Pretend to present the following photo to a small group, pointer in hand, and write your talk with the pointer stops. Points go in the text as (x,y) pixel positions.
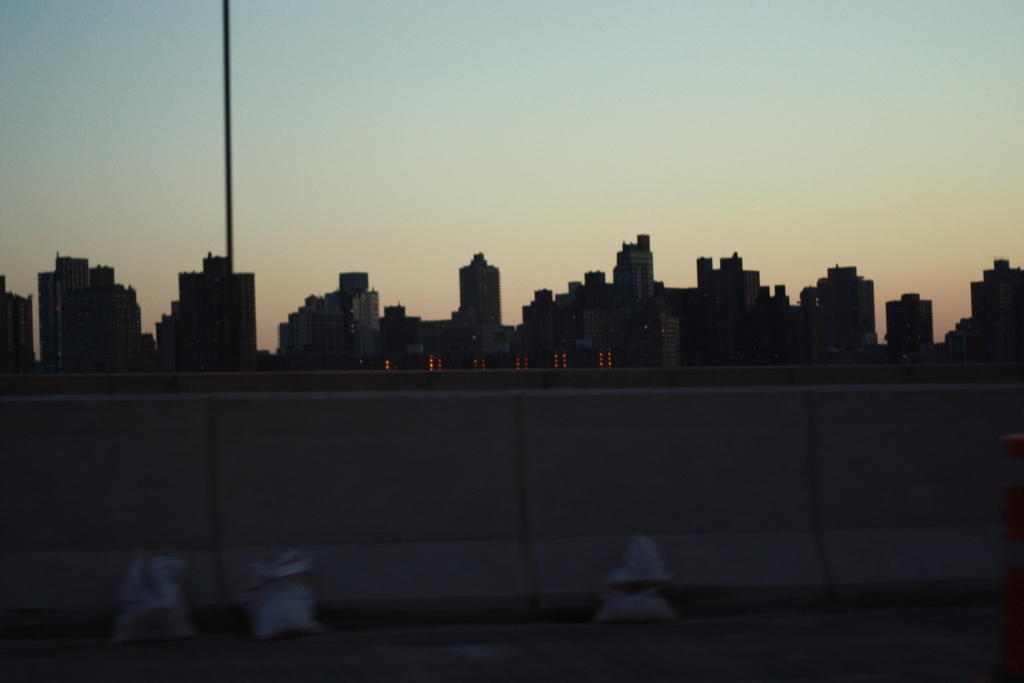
In this image I can see three white colour things (130,601) and the wall (265,421) in the front (776,442). In the background (222,335) I can see a pole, number of buildings (236,344), lights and the sky (735,174).
